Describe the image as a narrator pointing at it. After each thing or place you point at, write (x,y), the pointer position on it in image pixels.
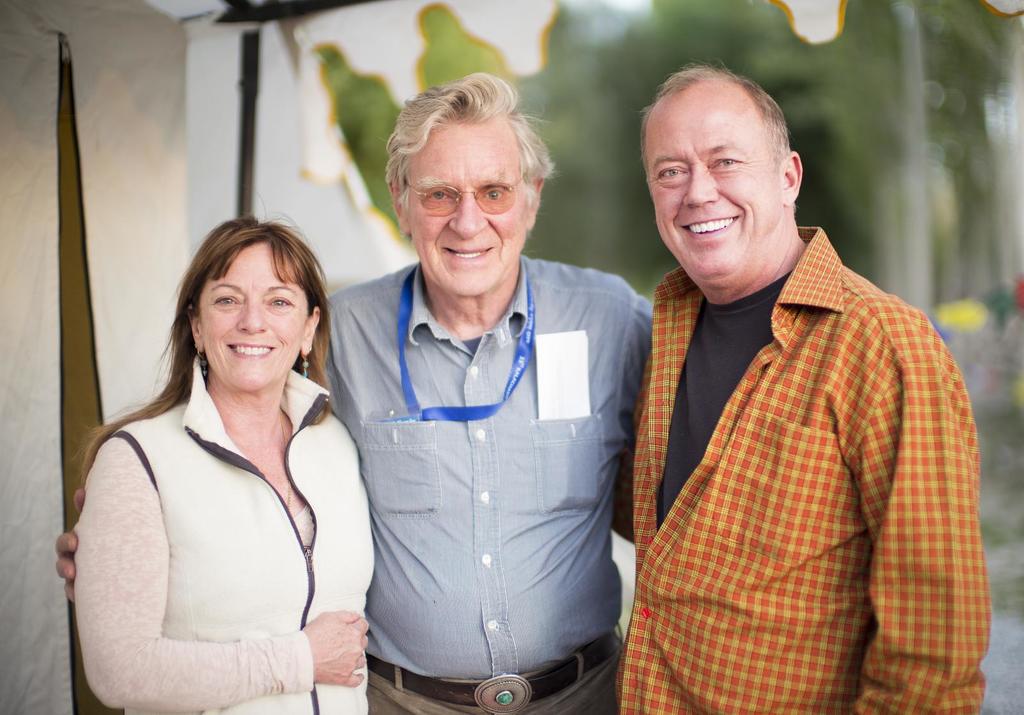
In this image we can see three people (487,315) standing and smiling. In the background (865,70) there are trees (524,92) and a tent (224,162).
